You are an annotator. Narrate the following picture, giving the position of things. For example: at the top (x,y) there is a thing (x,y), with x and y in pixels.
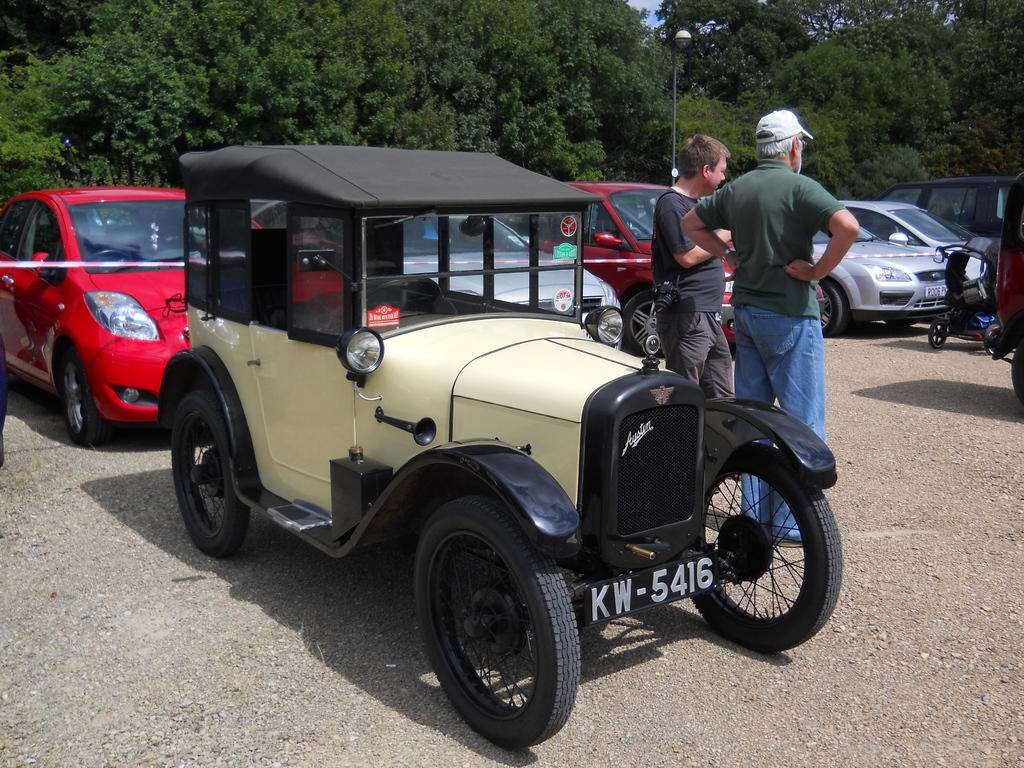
In this picture there is a vintage car (466,156) in the center of the image (446,345) and there are cars (160,322) behind it, there are two men (739,265) on the right side of the image (757,250) and, there is a pole (674,161) and trees (976,153) at the top side of the image (515,141).
